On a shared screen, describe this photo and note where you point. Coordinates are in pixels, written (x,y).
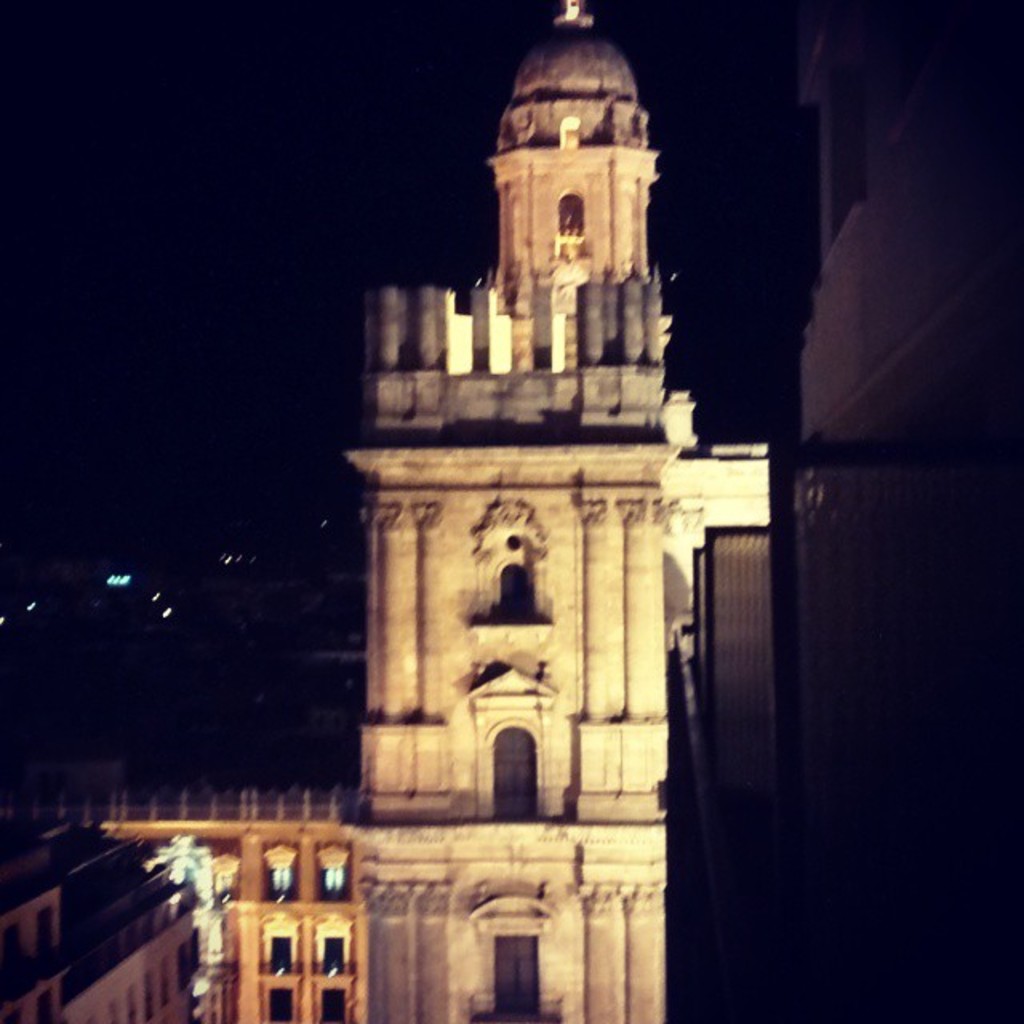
In this picture we can see few buildings (397,530) and lights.
